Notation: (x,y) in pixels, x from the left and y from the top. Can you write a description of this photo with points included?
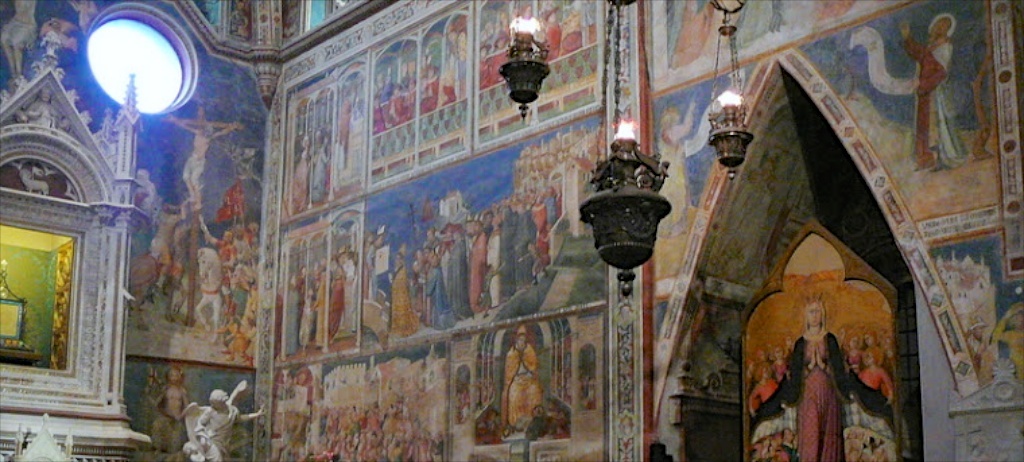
In this picture we can see an object (17,305), statue (240,392), lanterns (512,28), paintings (427,137) on the walls (342,175) and some objects (22,333).
